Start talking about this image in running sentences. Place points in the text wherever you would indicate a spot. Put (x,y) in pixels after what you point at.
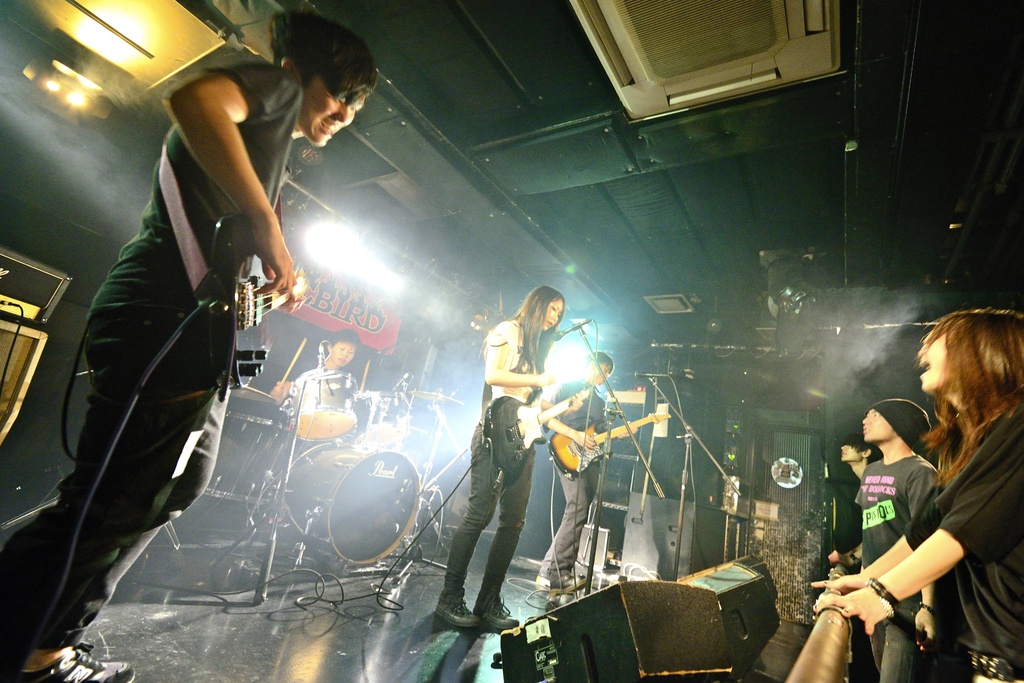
This picture is clicked at a concert. There are four musicians (478,508) on the dais (334,593). Three of them are playing electric guitars (513,424) and the other man (276,396) is playing drums (332,414). On the floor (344,625) there are boxes (523,627), microphones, stands (631,434), drums (377,500), drum stands (307,522) and cables (320,572). At the right corner of the image (875,543) there are spectators (888,473). In the background (632,372) there is banner (328,310) with text (359,304), wall (45,222) and lights (79,79).
